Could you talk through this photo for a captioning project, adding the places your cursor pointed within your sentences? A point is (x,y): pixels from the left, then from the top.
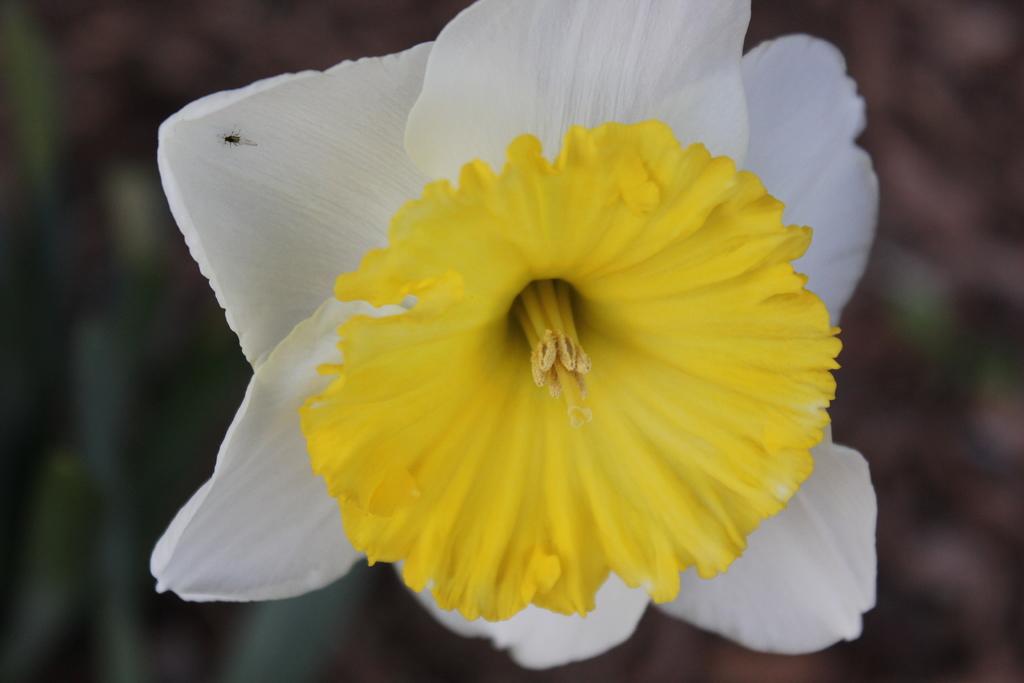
In this image I can see a flower (504,462) which is yellow and white in color and I can see an insect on the flower (304,123). I can see few objects (181,88) which are blurry in the background (110,553).
